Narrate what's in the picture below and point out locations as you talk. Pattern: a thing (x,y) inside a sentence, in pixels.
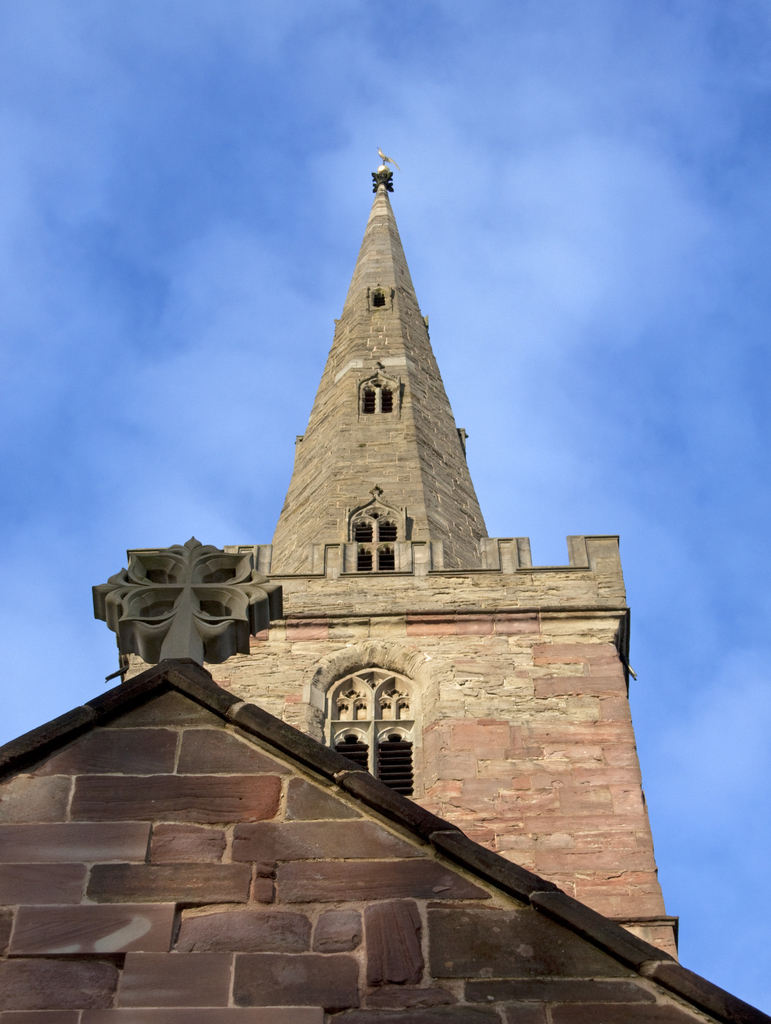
In this image we can see the building spire (429,507) and at the top (170,232) there is the blue sky (170,218).
